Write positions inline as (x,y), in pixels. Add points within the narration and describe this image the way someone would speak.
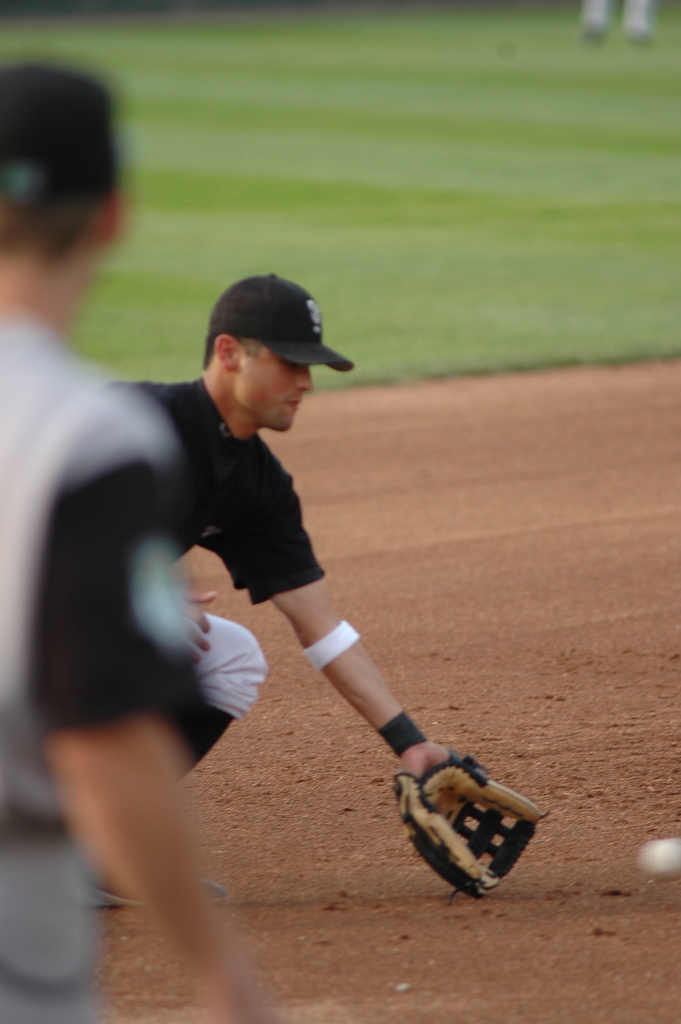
In this image I can see two persons (39,877) visible on left side (193,494) and I can see a man (415,757) holding a glove (439,768) and I can see a ball (664,845) on the right side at the top (308,97) I can see grass (521,153).
